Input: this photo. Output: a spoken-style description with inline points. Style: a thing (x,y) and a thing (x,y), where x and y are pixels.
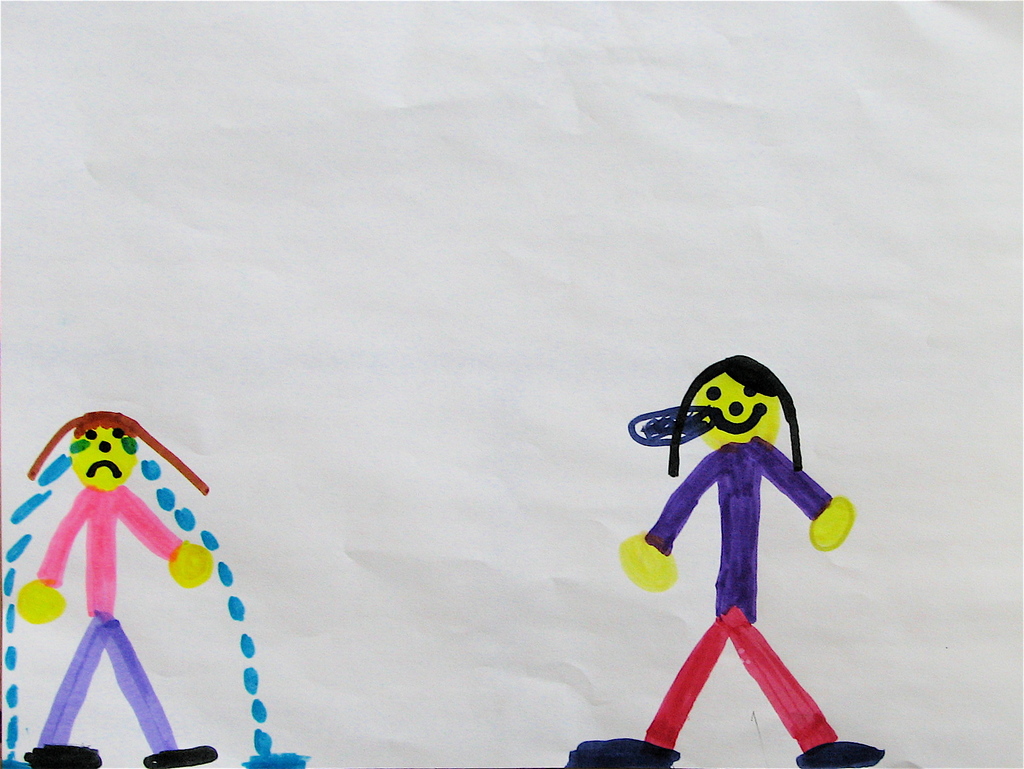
In this image I can see the cartoon paintings (202,553) of persons (671,502) on a white paper (355,265).
